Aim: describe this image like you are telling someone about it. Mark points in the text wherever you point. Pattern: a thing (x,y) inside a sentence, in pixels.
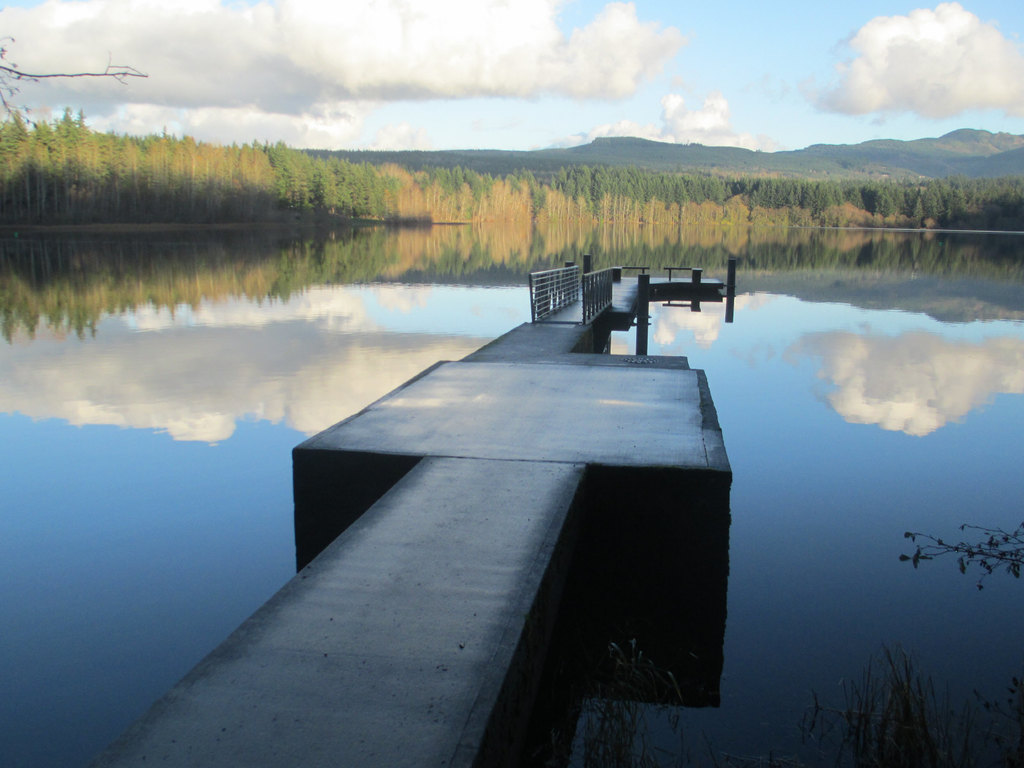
In this picture there is a concrete pier (464,377). At the back (424,196) there are mountains (454,159) and trees (537,200). At the top (730,44) there is sky (749,30) and there are clouds (550,40). At the bottom (848,578) there is water (836,349) and there is reflection (803,357) of sky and there is reflection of clouds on the water (800,399).
